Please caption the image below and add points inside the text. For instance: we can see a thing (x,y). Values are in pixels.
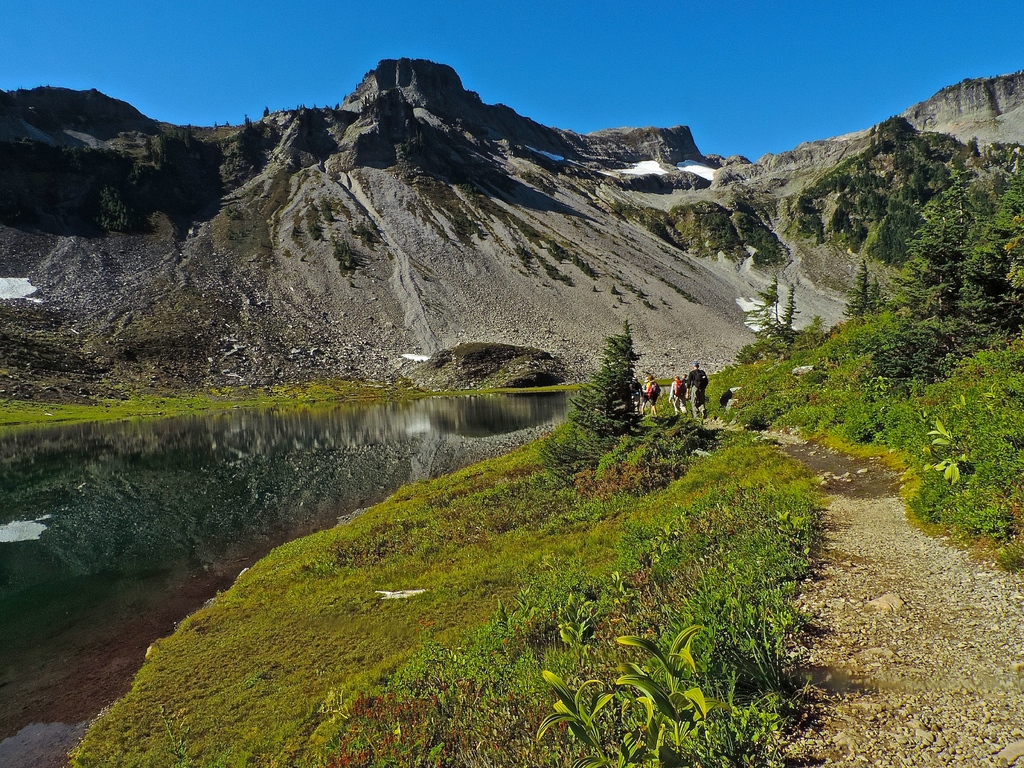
In this image we can see some people (651,407) are walking and we can also see hills (481,295), plants (707,678), grass (330,531), sand (936,555) and sky (895,32).
